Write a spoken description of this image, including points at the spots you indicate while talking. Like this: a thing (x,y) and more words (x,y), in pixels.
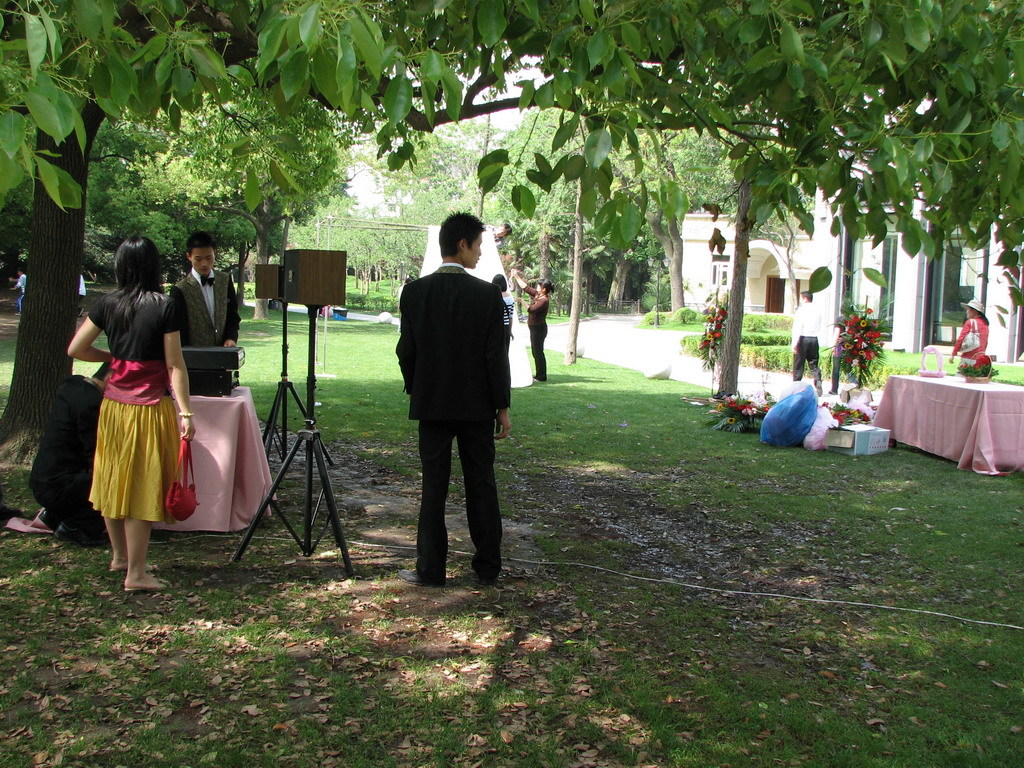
In this image I can see few people (173,418). On the table (964,409) there is a flower pot (974,367). At the back side (886,264) there are trees (857,187) and a building (975,255).
